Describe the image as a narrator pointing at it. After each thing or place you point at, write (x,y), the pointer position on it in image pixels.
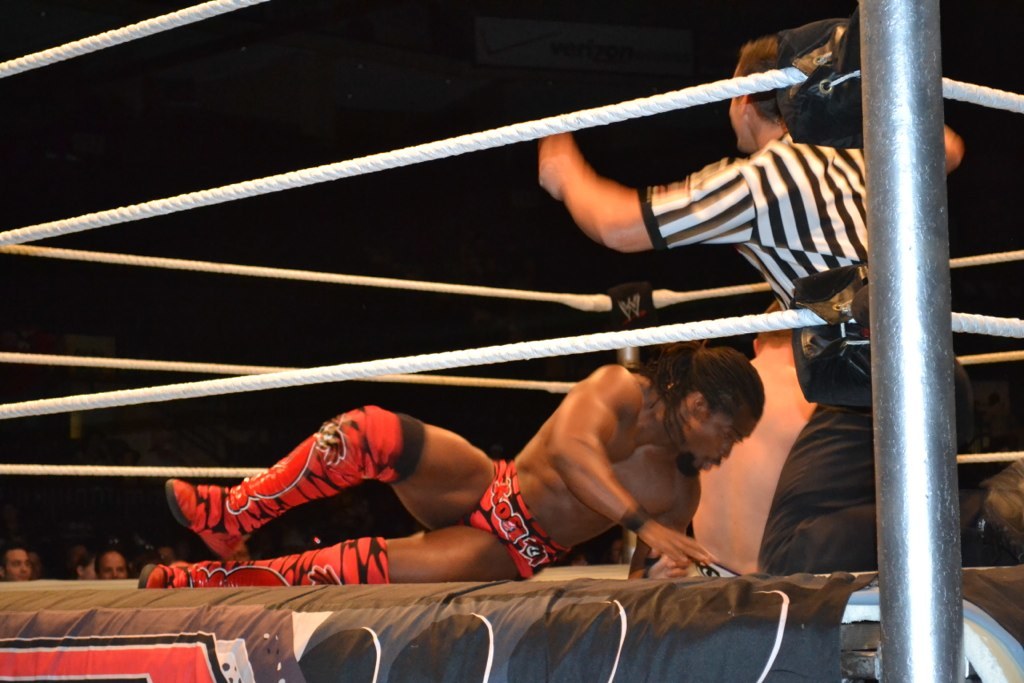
In this picture there is a man (543,453) who is wearing red shorts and boots (251,511). Beside him there is another man (729,484) who is wearing a short (722,572). Both of them are fighting. On the right (851,170) there is a referee (837,238). In the back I can see many people (8,560) were watching the fight. At the top (504,41) i can see the darkness (496,60).
